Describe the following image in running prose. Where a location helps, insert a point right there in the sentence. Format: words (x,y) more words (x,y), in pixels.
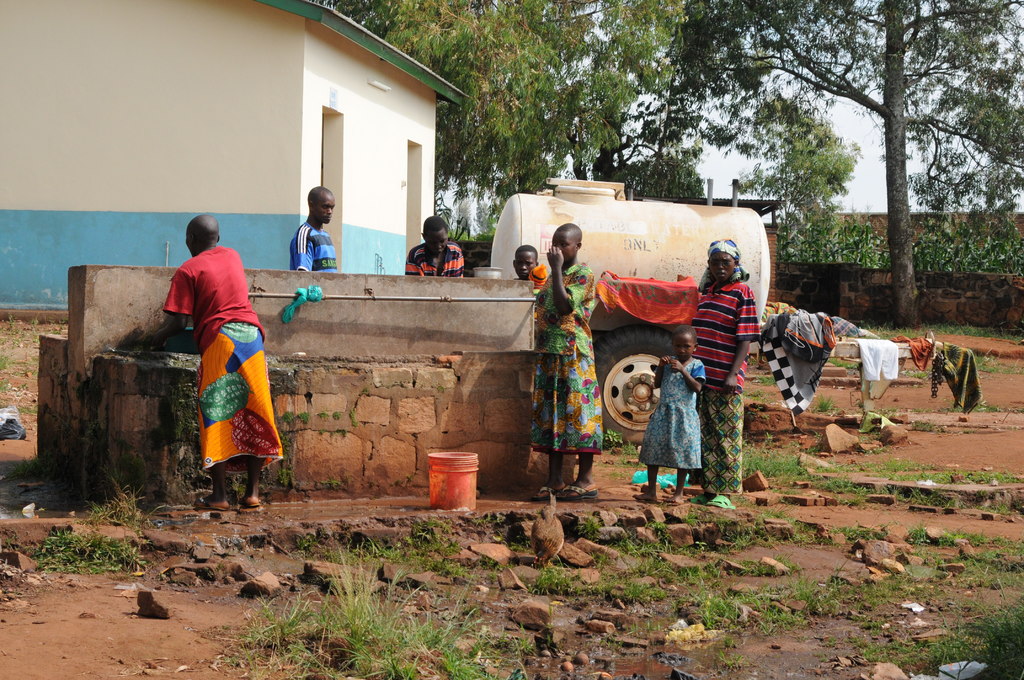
In the center of the image (546,360) we can see group of person (705,385) standing at the tap (405,398). At the bottom (112,507) we can see stones (342,567), grass (413,535) and bucket (459,489). In the background (437,202) we can see tanker (599,204), building (239,146), trees (721,138), wall (1011,313) and sky (875,162).
